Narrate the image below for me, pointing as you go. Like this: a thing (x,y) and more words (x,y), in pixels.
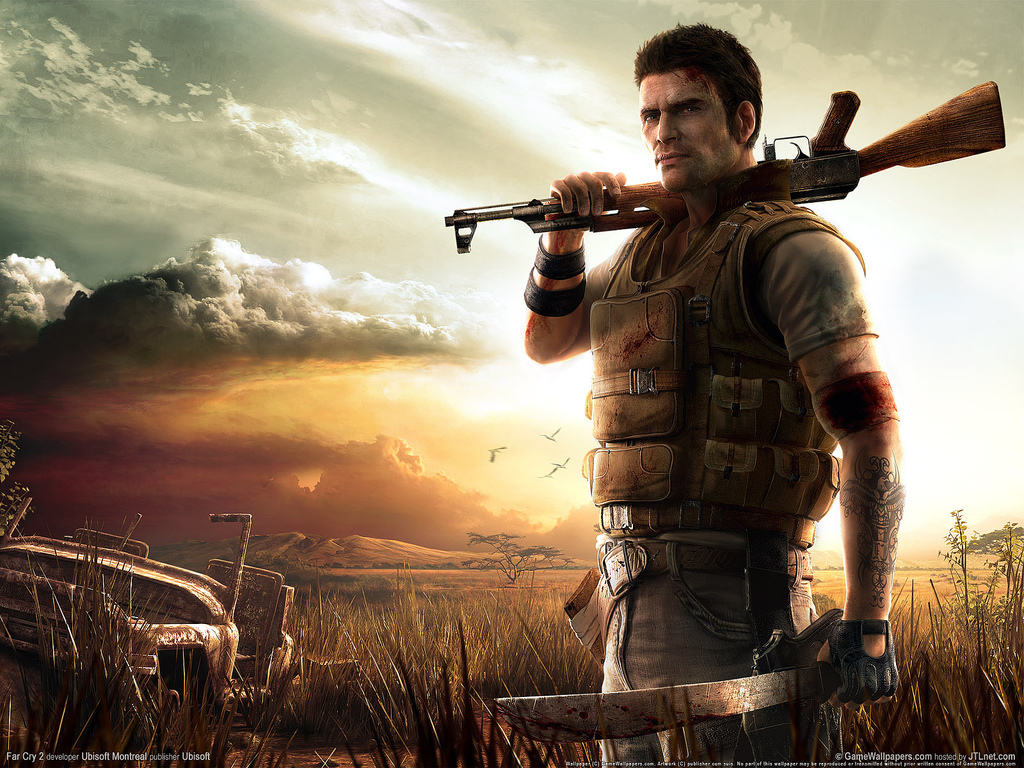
This is an animated image. We can see a person (713,250) holding some objects (706,689). We can see some grass (583,752), trees (516,575). We can also see some objects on the left (255,650). We can see some birds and hills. We can also see the sky (300,430) with clouds (275,417). We can also see some text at the bottom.
